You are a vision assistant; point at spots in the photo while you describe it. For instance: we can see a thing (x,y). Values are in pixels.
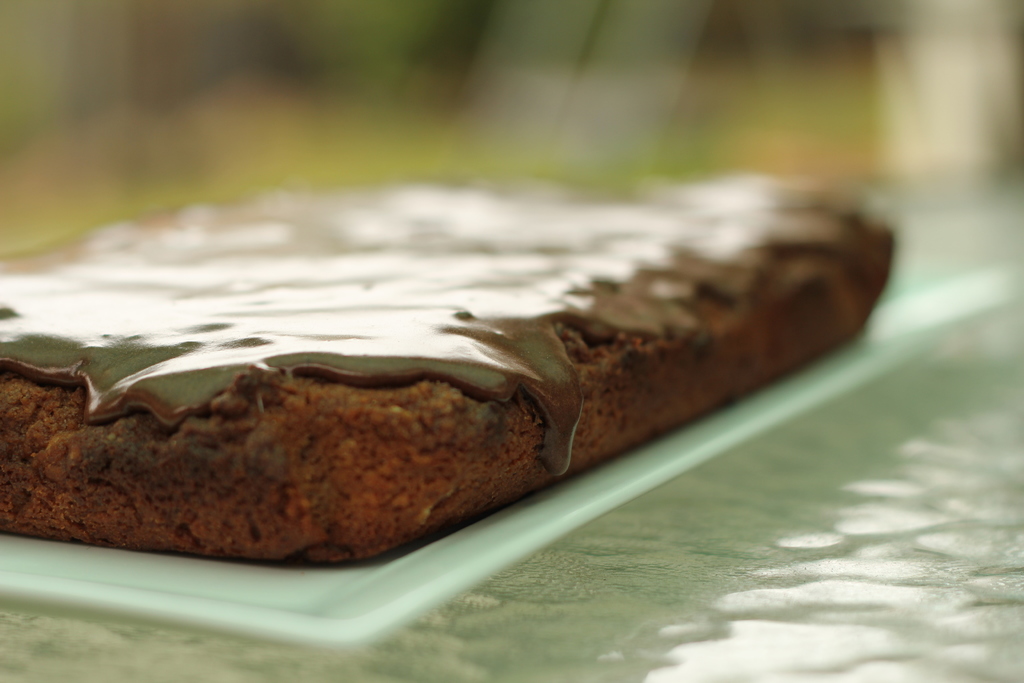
In this image the background (196,83) is a little blurred. At the bottom of the image (130,645) it seems to be a glass table (743,547). In the middle of the image (437,255) there is a chocolate brownie (258,309) on the plate (168,595).
